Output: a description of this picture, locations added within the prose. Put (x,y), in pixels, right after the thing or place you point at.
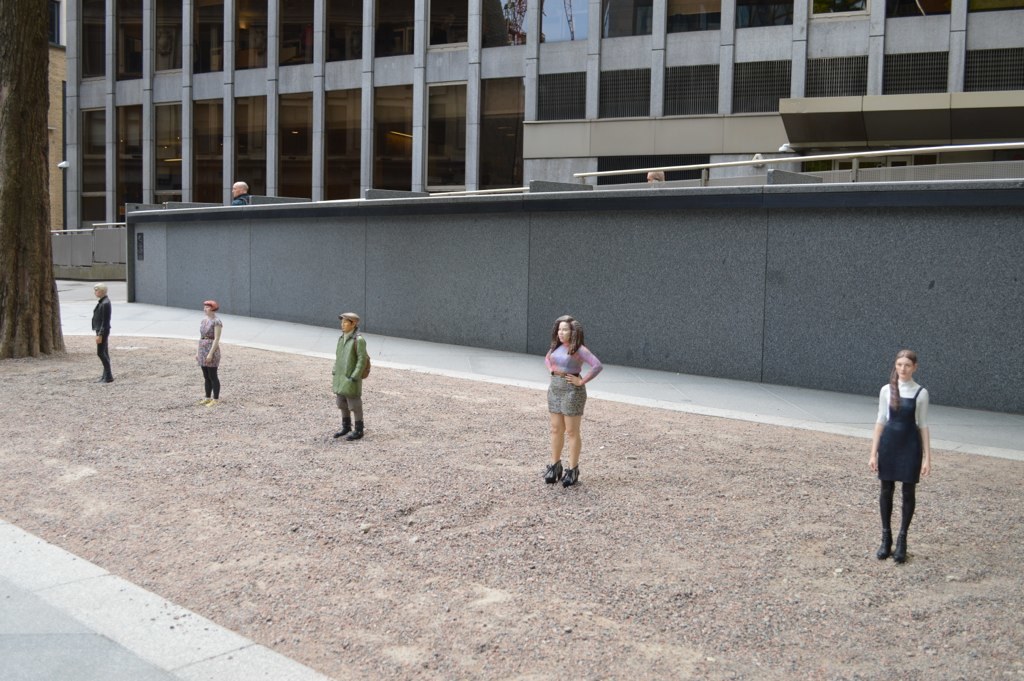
In this picture I see the statues (579,329) of the person (565,329) which are standing on the ground (610,537). In the back (481,91) I can see the building (597,136). On the left (7,210) there is a tree (31,147), beside that I can see the street lights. Behind the walls (377,205) I can see some people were standing.
